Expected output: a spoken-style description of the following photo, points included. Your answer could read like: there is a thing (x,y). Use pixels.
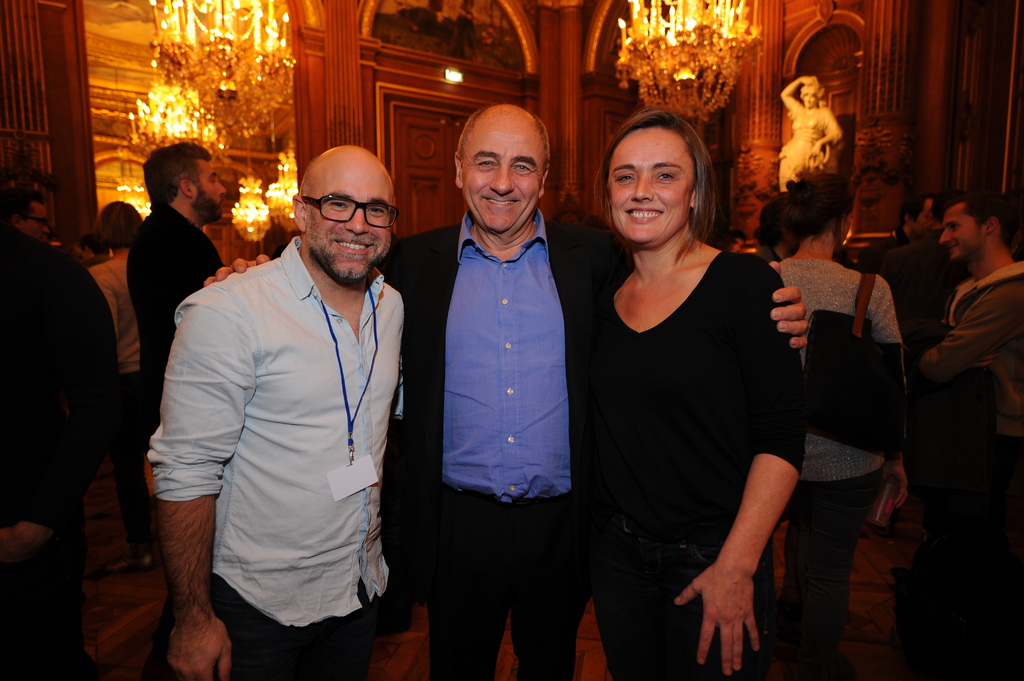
In this image I can see three persons (613,405) standing, the person (703,425) at right (691,425) is wearing black color dress (656,425) and the person (291,415) at left (291,415) is wearing white shirt (246,503), black pant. Background (42,286) I can see few other persons (159,337) standing, few statues (795,152) and few chandeliers (722,19).
